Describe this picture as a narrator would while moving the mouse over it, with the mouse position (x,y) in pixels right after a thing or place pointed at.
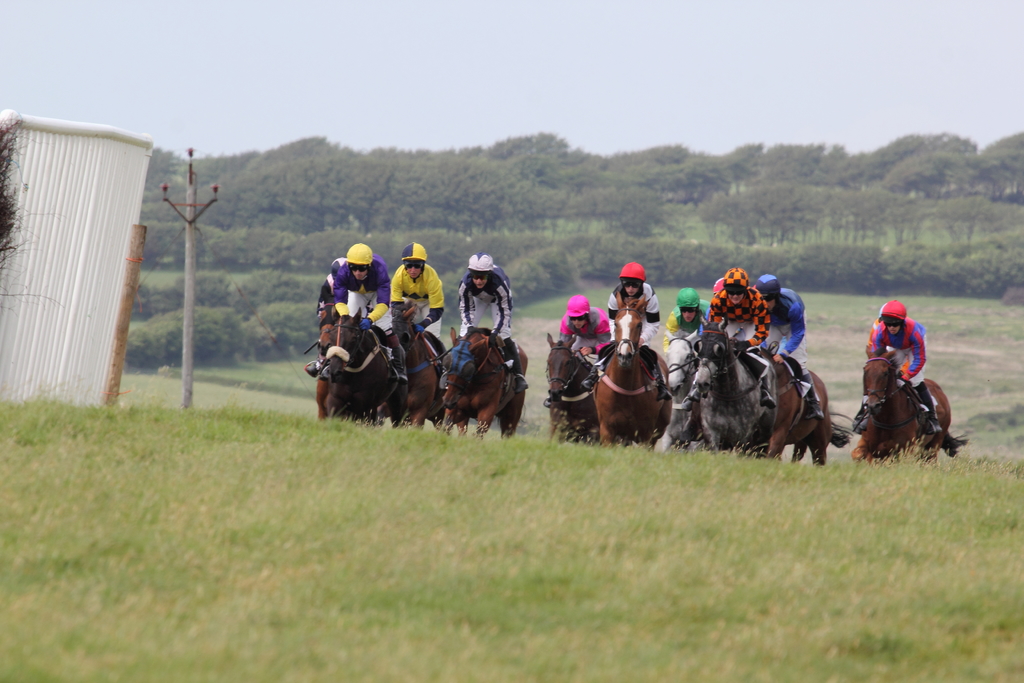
This image is taken outdoors. At the bottom of the image (196,502) there is a ground (210,582) with grass (571,503) on it. At the top of the image (113,80) there is the sky (717,41). In the background (267,273) there are many trees (227,284) and plants (232,334) on the ground (850,394). On the left side of the image (194,217) there is a pole (190,235) and there is a wooden fence (45,174). In the middle of the image (487,371) a few people (509,323) are riding on the horses (744,398). They have worn caps (365,251) and jackets (427,295).
